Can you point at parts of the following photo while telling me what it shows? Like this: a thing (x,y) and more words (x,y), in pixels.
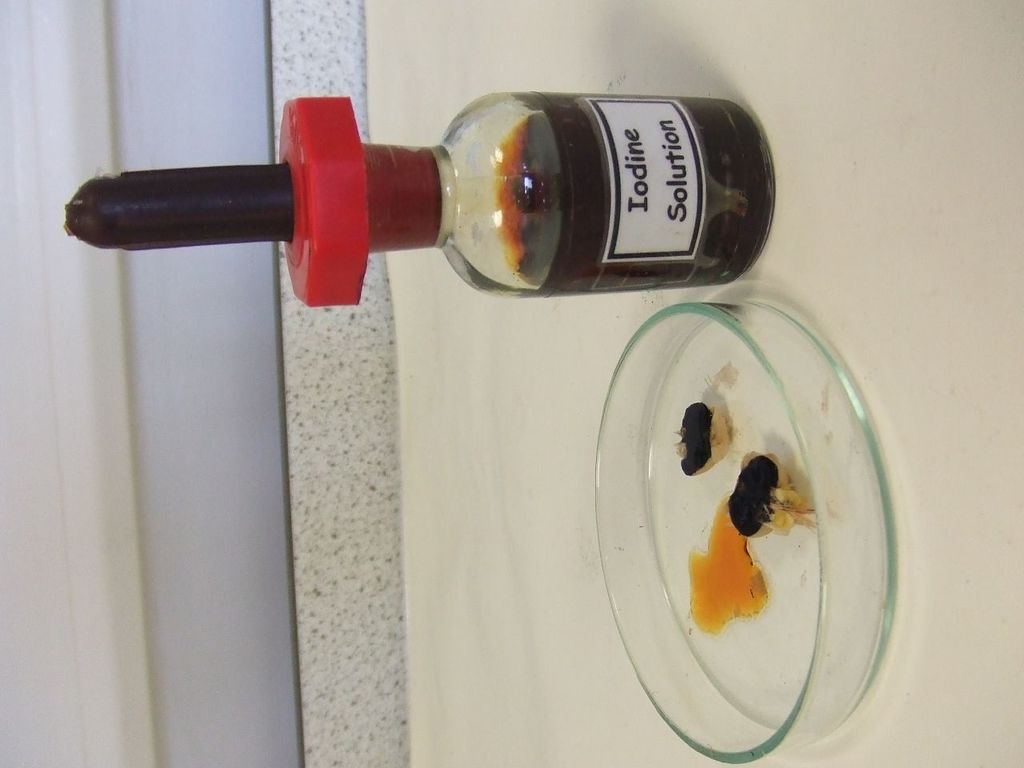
In the image there is iodine solution (532,214) and glass tray (766,689) beside it on a counter (998,555).
